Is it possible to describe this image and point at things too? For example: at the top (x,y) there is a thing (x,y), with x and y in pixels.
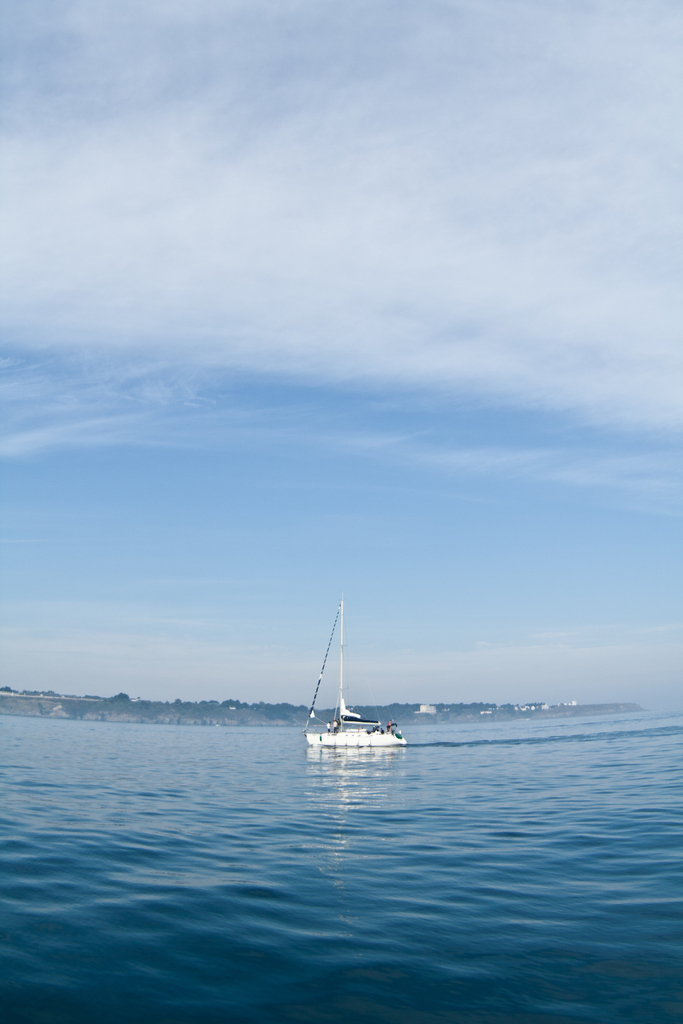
There is a ship (342,649) on the water (336,834). In the background (315,462) we can see sky (315,462).
